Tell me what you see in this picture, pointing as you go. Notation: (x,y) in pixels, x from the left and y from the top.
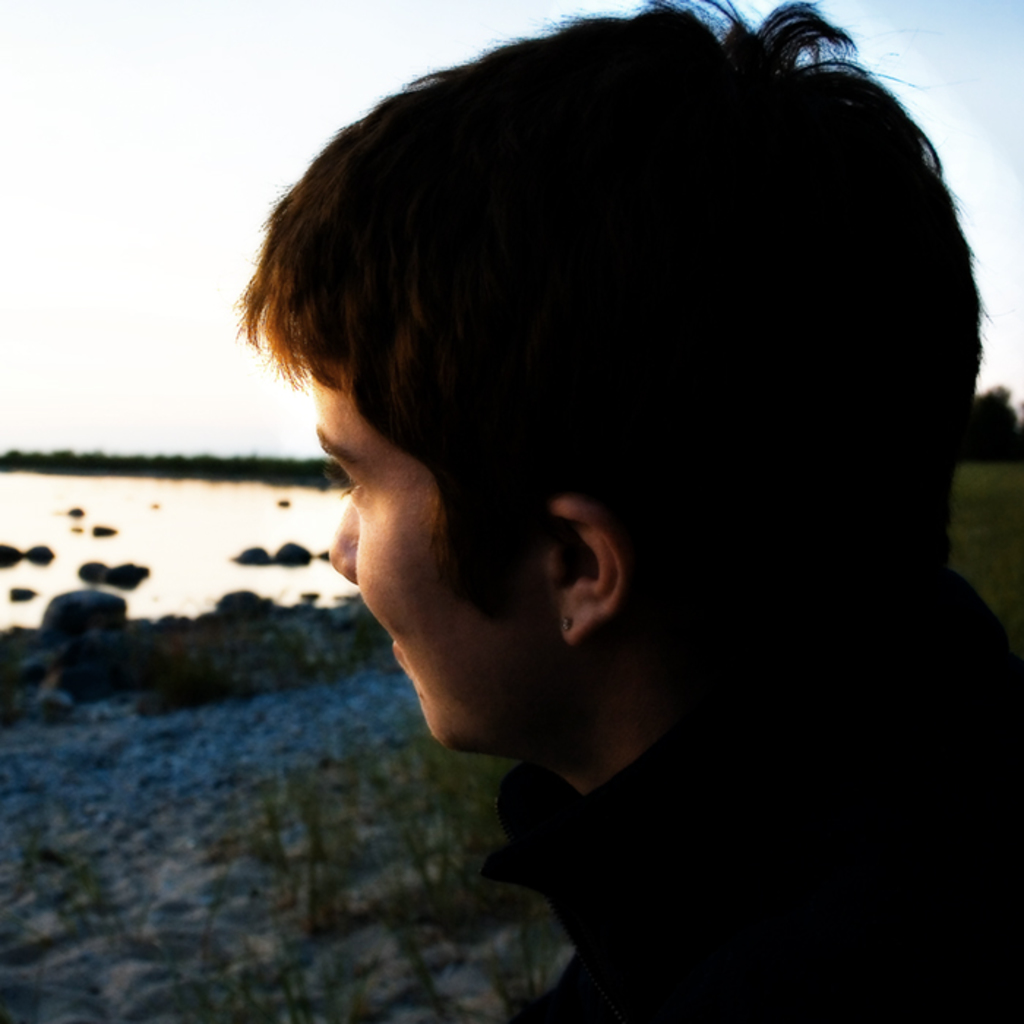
In this picture I can see a person (492,556), there is water (159,518), there are rocks (113,569), trees (308,476), and in the background (157,146) there is sky (225,38).
